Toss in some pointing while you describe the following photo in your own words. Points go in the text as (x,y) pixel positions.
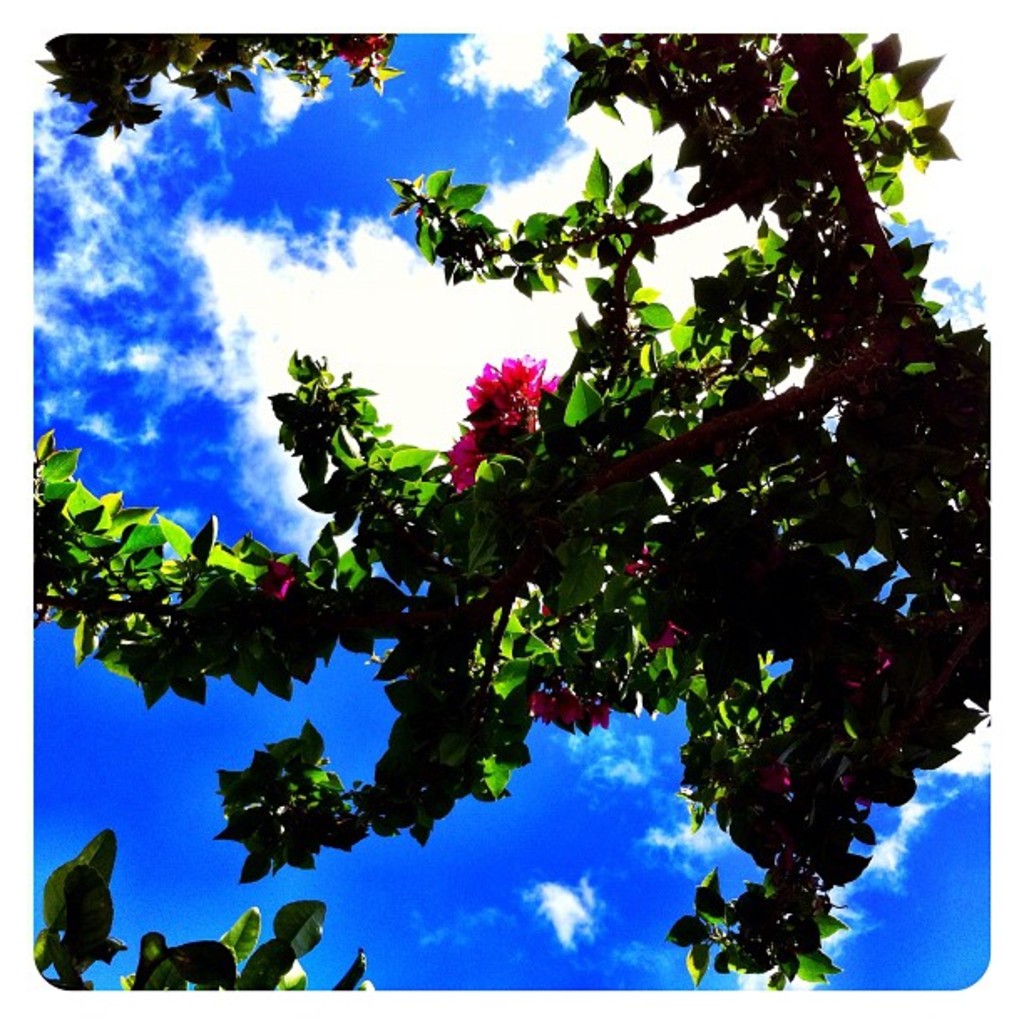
In this image, we can see branches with flowers (572,726) and leaves (765,517). In the background (241,244), there are clouds (202,267) in the sky (235,694).
